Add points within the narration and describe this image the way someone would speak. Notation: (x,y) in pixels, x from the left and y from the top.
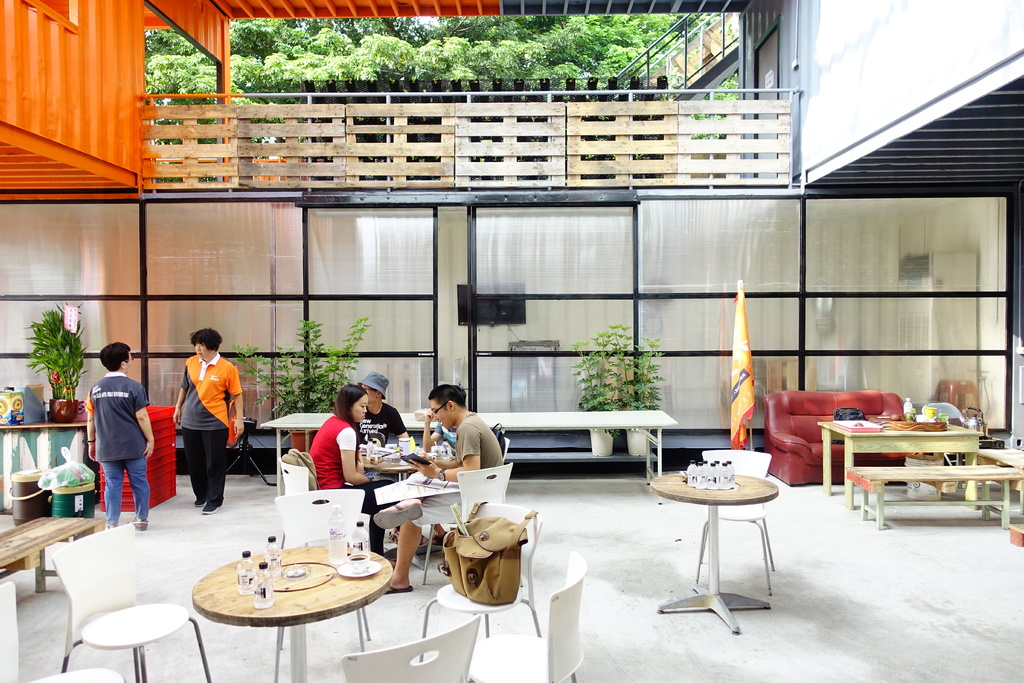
This picture is clicked inside the restaurant (942,463). There are few people (471,445) are sitting on the table (391,468) with water bottles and eatables (414,447) on top of it and two guys (225,415) who are the restaurant staff (134,416) are standing in the left side of the image (148,412). There are many empty tables (289,608) in the restaurant (625,556). In the background (912,353) there are designed doors (910,366) attached. The railing (731,104) above is beautiful and made up of wooden (752,106).
